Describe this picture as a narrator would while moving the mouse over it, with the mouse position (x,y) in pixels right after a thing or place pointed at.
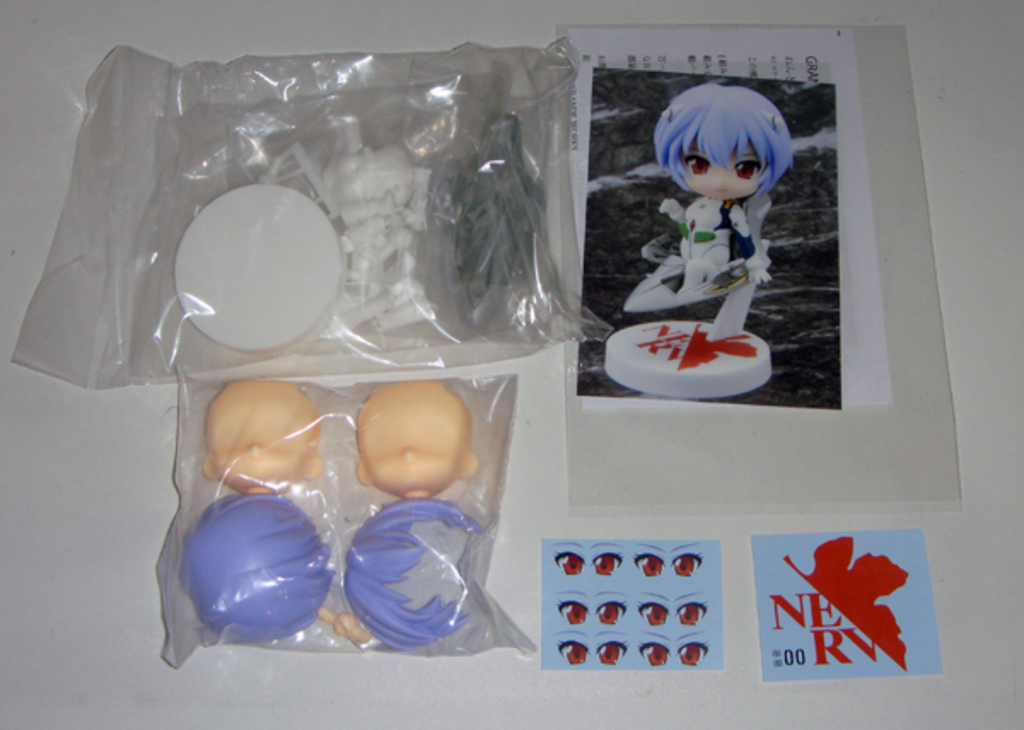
In this image we can see objects (323,575) and toy objects (268,498) placed in separate covers (294,362) and photograph (699,386) on a paper (808,389) and two cards (661,612) are on a platform (82,459).
